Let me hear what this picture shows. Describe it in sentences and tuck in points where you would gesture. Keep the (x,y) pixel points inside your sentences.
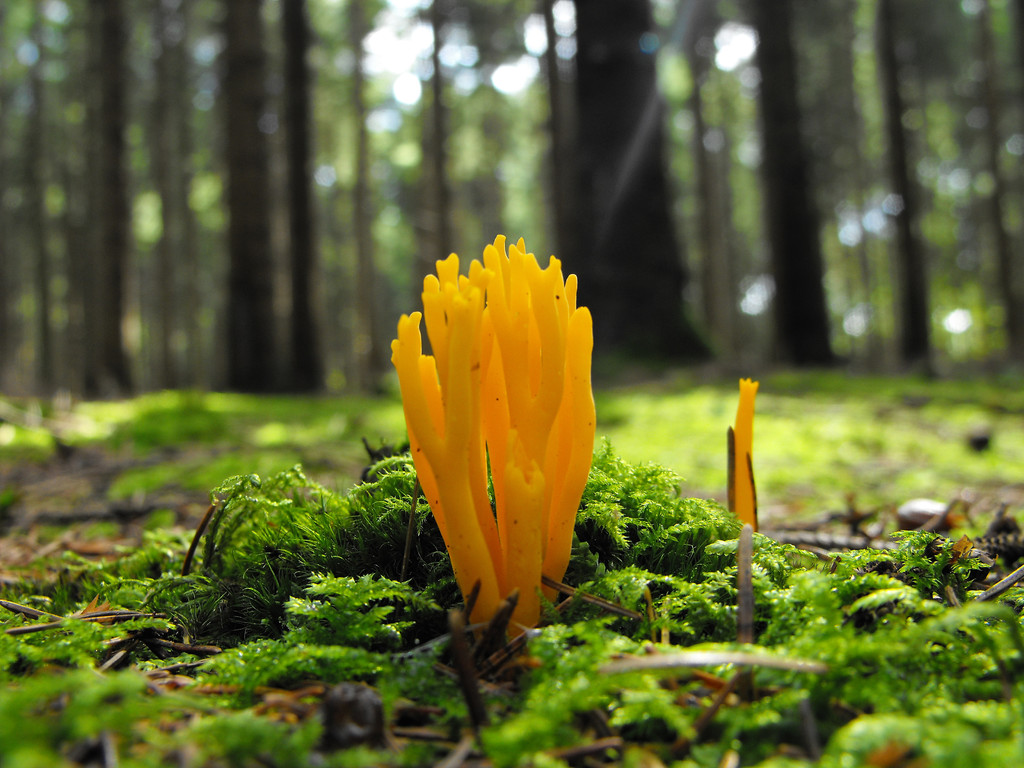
In the image there is a yellow fungus (497,444) in the front (481,514) with moss (695,560) all over the land (796,481) and trees (793,216) in the background (436,157).
